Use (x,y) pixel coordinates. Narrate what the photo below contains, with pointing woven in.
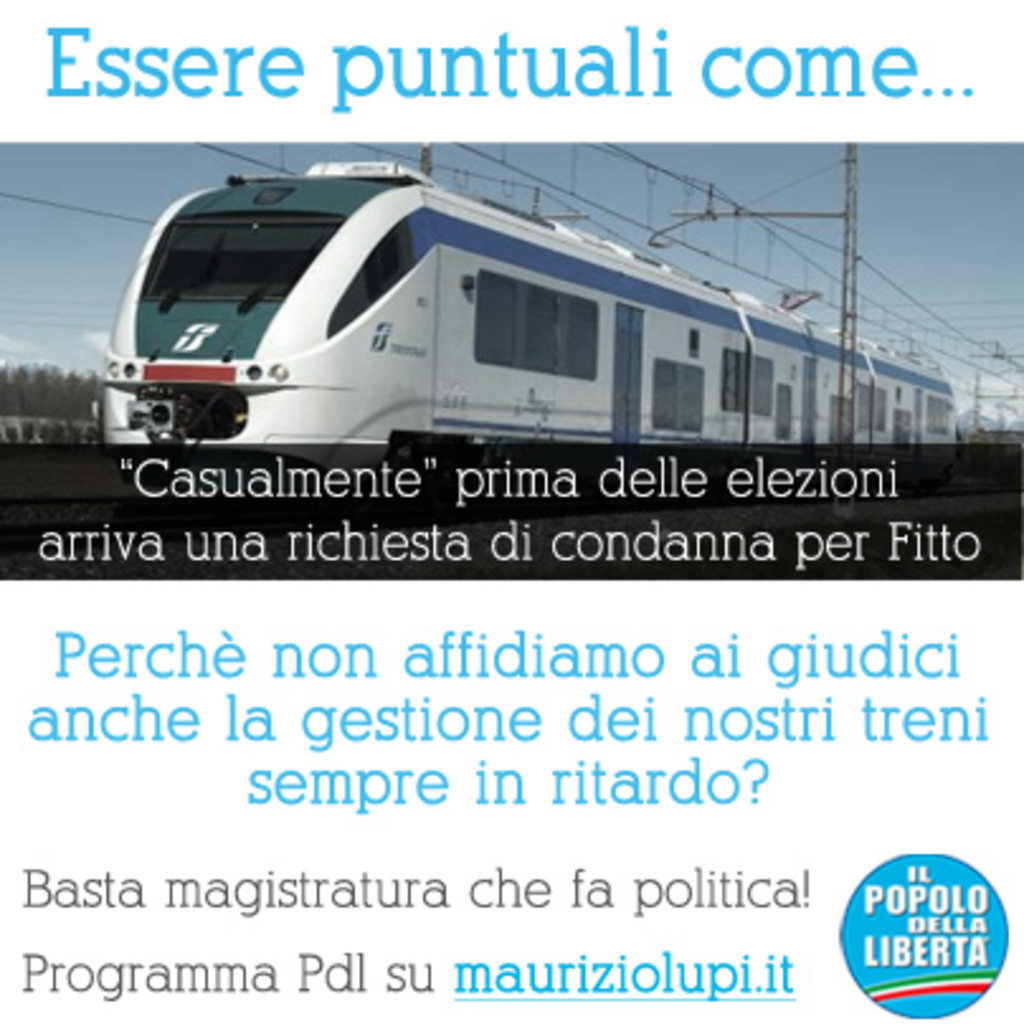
In this image I can see a poster (802,584). There is a logo (853,950), there are words (579,703), there is a image (333,183) of a train (368,254), poles (850,328), cables (97,212), trees (98,383) and sky (33,150) on the poster (333,642).
